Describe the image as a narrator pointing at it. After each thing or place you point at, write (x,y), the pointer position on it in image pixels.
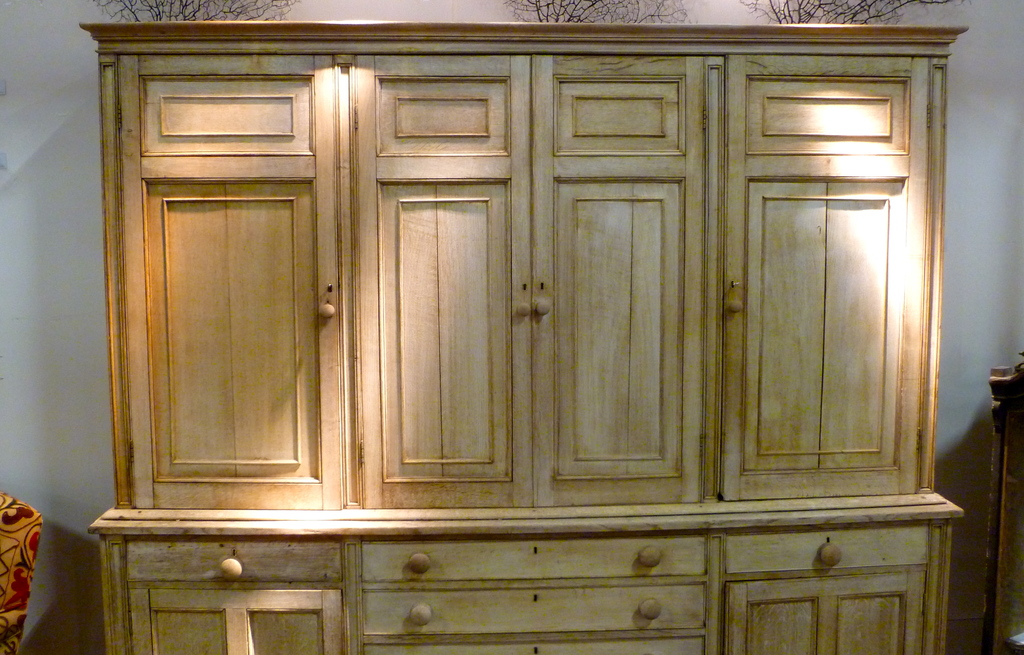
In this image I can see the cupboard (505,372) which is in cream color. To the left (14,589) I can see the yellow and red color cloth (27,573). In the background (11,207) I can see the white wall (1003,75).
